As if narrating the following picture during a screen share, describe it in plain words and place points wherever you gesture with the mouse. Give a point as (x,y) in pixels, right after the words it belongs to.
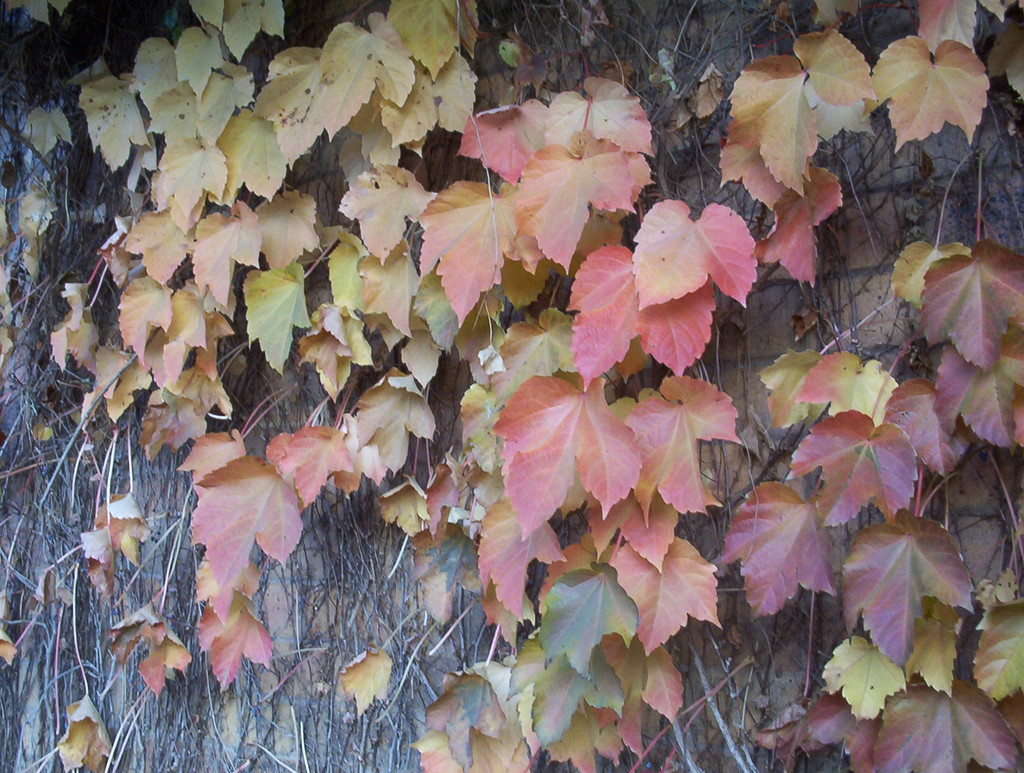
In this image there are some leaves (469,437) of creeper plants (198,241) on a wall (734,593).
